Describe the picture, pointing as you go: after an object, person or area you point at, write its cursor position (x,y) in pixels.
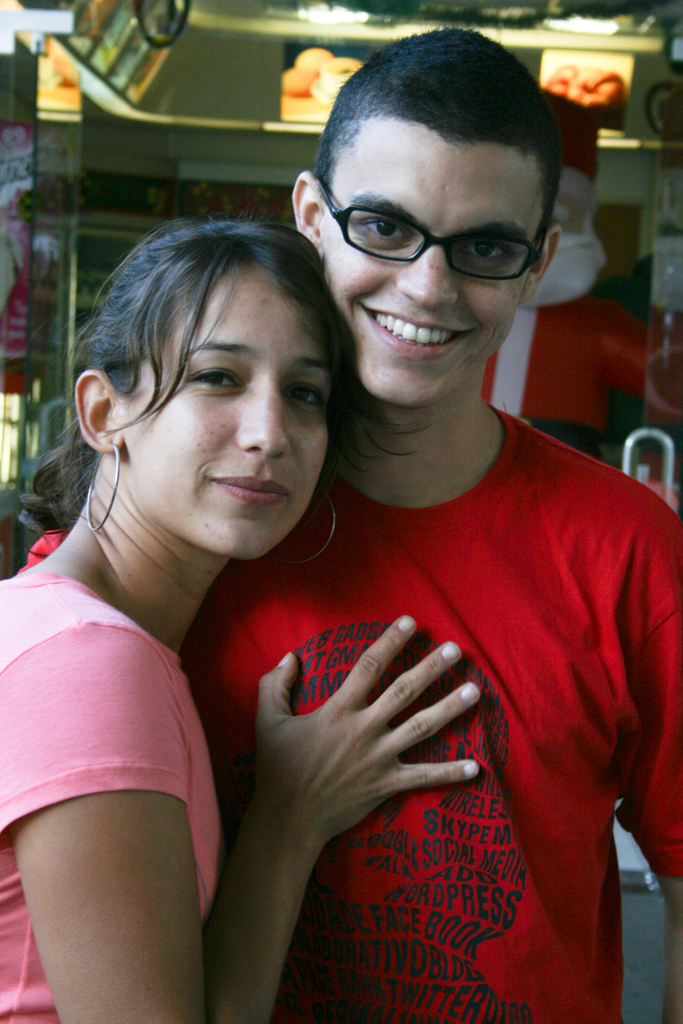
In this image I can see two persons (207,260) and here I can see she is wearing pink dress (96,753) and he is wearing red. I can also see smile on his face (402,322) and I can see is wearing specs (509,257). I can also see this image is little bit blurry from background (548,25) and here on his t shirt (422,757) I can see something is written.
